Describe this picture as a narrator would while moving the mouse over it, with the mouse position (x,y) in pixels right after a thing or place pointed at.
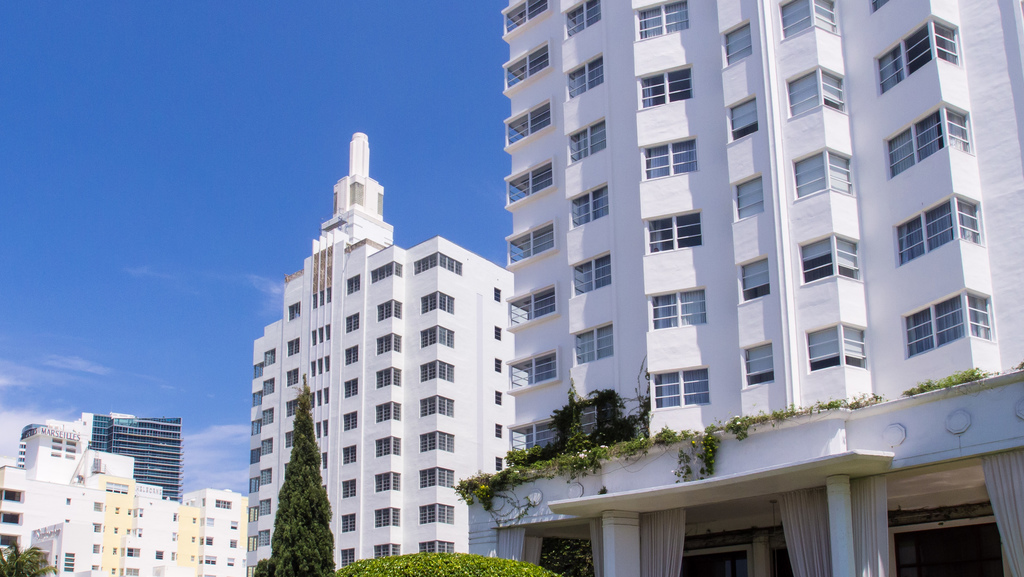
In this image I can see many buildings (258,422). I can see the trees (306,548) in-front of the buildings (215,537). In the background (28,251) I can see the sky (131,183).
